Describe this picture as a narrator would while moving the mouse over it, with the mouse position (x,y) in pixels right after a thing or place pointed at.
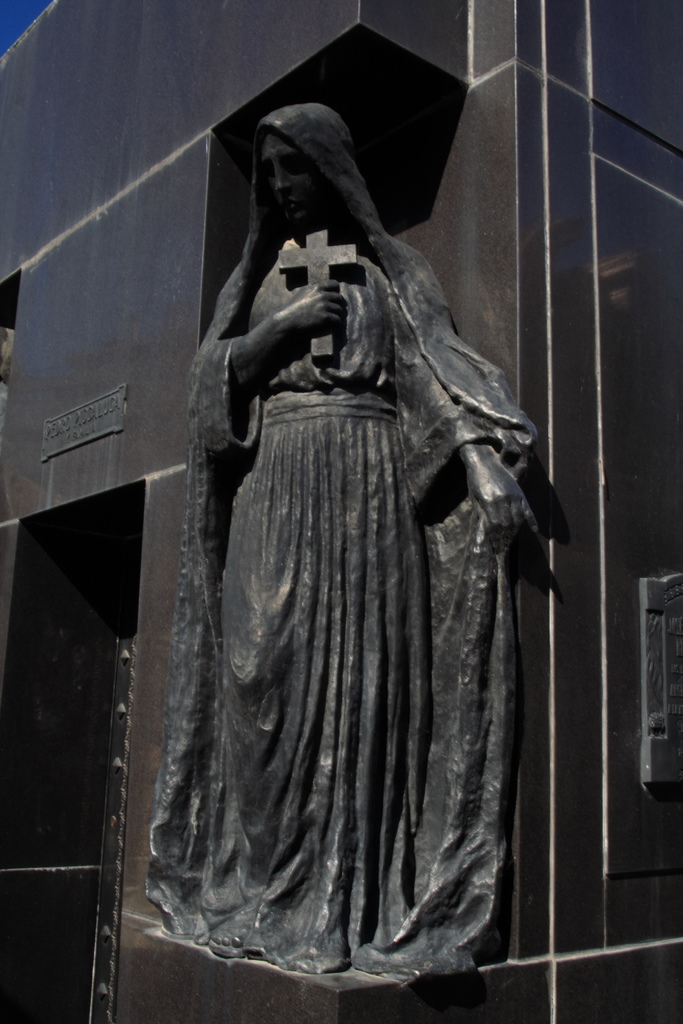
In this image we can see a statue (316,579) holding a cross (313,260). In the back (174,180) there is a wall (441,163). On the wall (534,348) there is a board (93,426) with something written.
